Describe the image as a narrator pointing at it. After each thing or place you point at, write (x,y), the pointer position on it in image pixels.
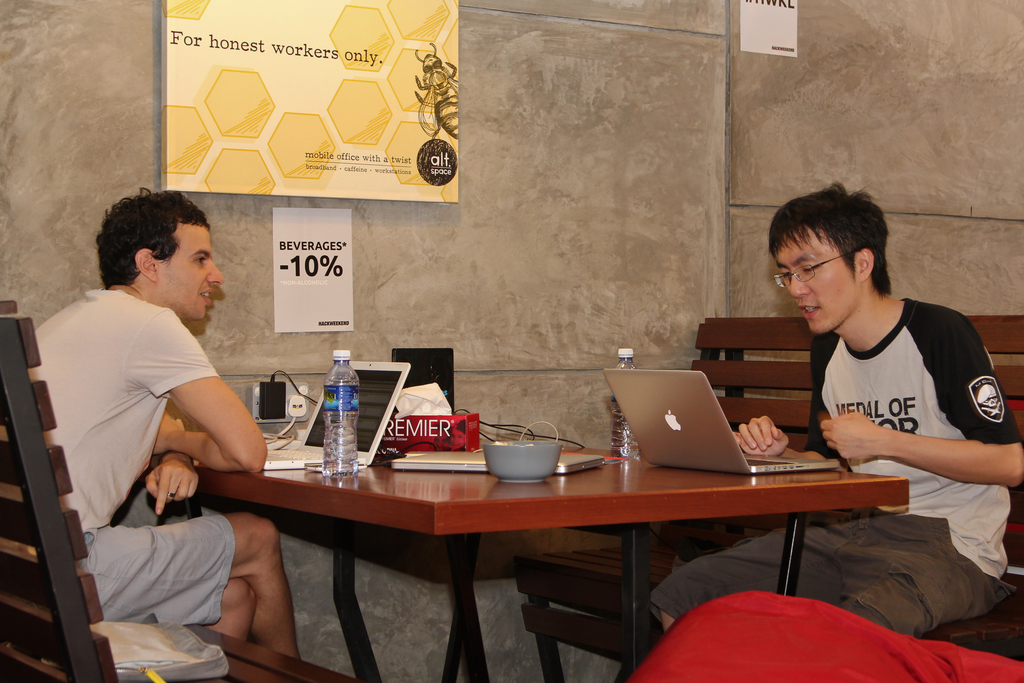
In the background (349,85) we can see a board (261,78) and paper notes (335,251) on the wall (707,73). In this picture we can see the men (982,401) wearing t-shirts (91,353) and they both are sitting on the benches (64,469). On a bench (64,469) we can see a bag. On a table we can see water bottles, tissue paper box (449,408), laptops (301,463), bowl (509,471). We can see a socket (299,410) and a wire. At the bottom portion of the picture (696,632) it looks like a leg (834,645) of a person (851,662) wearing a red pant (808,668).
